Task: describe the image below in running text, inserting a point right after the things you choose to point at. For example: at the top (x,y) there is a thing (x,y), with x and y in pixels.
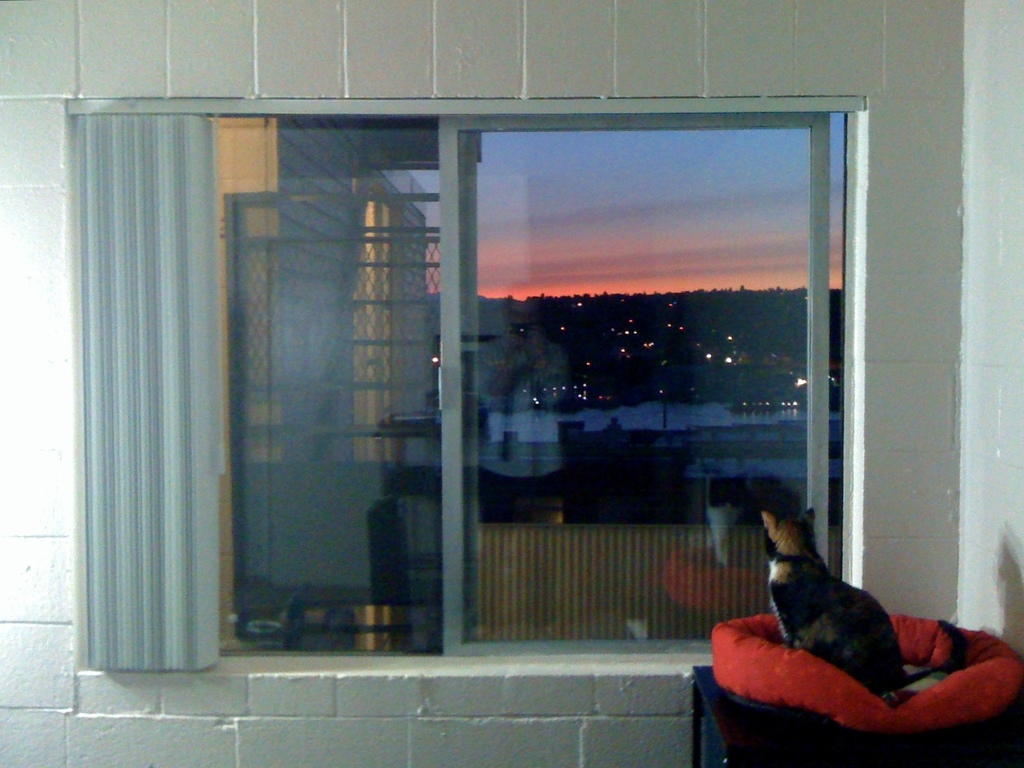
On the right side of the image (865,668) on the table (761,726) there is a cat (801,614) sitting. In front of the cat (901,653) there is a wall (891,286) with glass windows (305,341) and also there is a curtain (141,443). On the glass window (517,301) there is a reflection (527,355) of a person (538,372). Behind the glass window (474,225) there are lights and also there is sky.
